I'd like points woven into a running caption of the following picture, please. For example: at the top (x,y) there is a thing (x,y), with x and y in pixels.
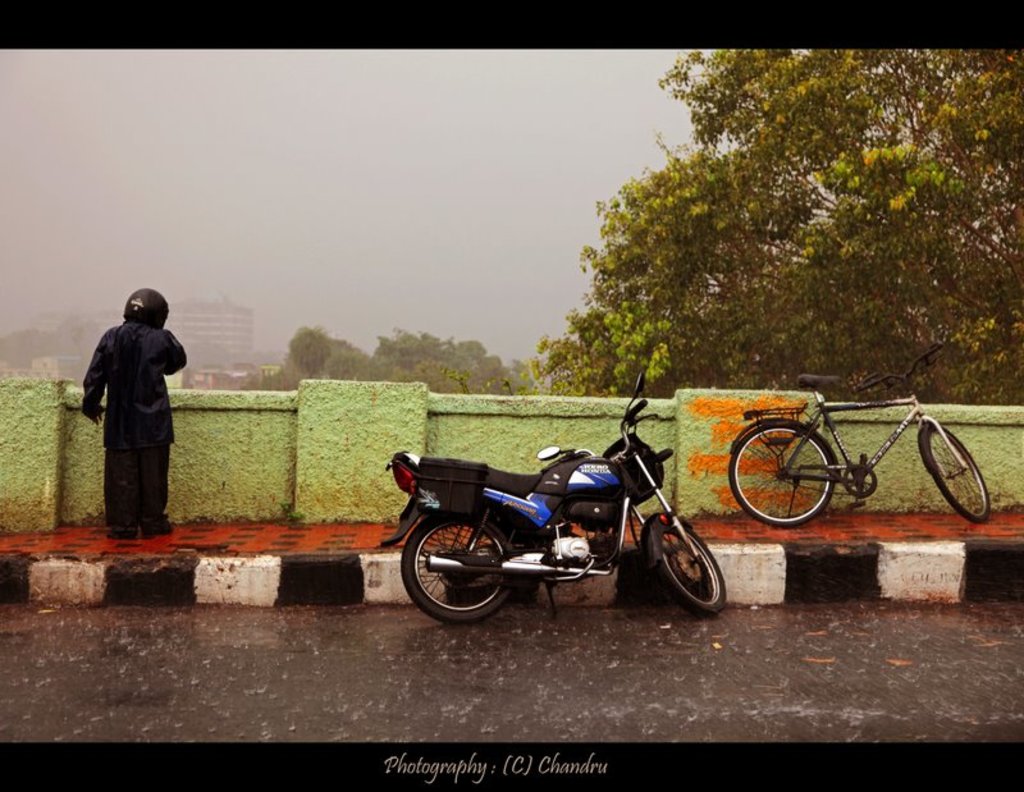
In this image we can see a person (151,448) wearing a helmet (150,311) and standing on the pavement (366,525), there is a bicycle (862,475) near the wall (514,428) and a motorbike (657,561) on the road (585,691) and there are few trees (617,325), buildings (220,320) and the sky (435,210) in the background (489,233).
